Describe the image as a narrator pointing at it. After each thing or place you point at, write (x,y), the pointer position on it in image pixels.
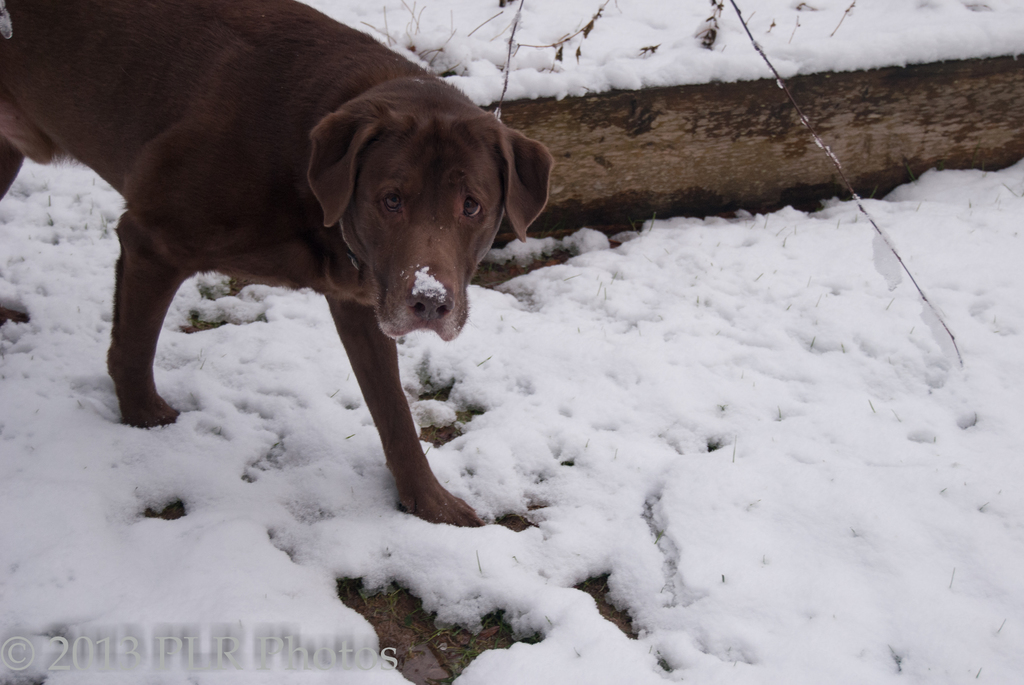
In this picture there is a brown color dog (336,211) walking on the snow ground (381,484) and looking into the camera. Behind we can see a tree trunk (668,178) and on the bottom side (29,645) there is a small quote (342,652) written on the image.
